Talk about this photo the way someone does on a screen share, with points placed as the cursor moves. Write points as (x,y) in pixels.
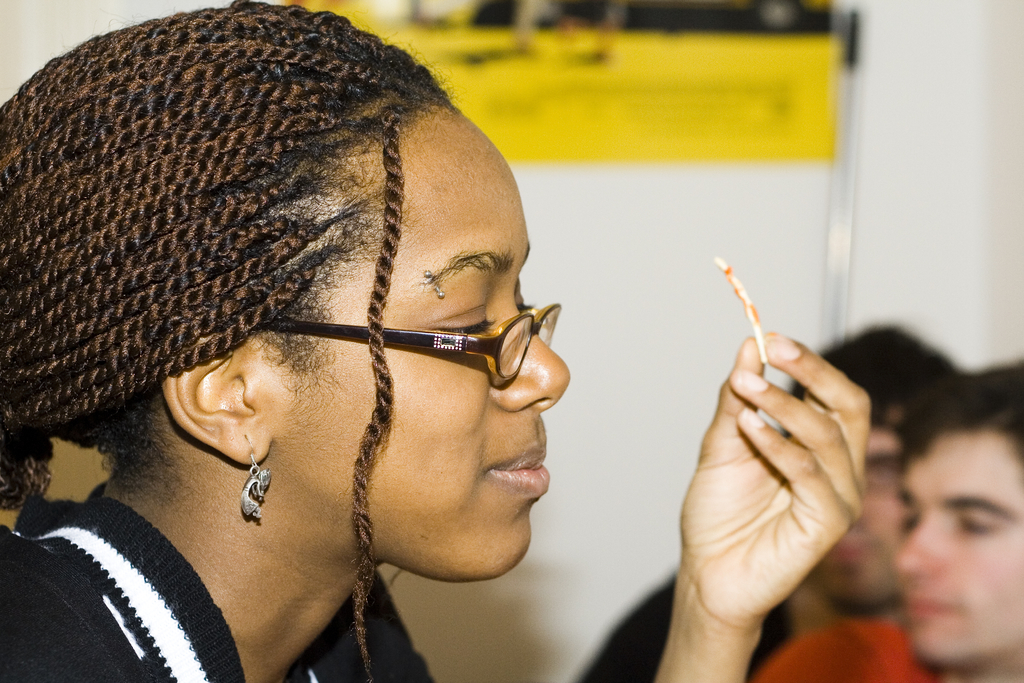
There is one girl (314,427) holding an object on the left side of this image (306,464). We can see some persons (906,562) in the bottom right corner of this image (915,578) and there is a wall (645,206) in the background (640,235). We can see a poster (672,84) attached to a wall (740,172).
